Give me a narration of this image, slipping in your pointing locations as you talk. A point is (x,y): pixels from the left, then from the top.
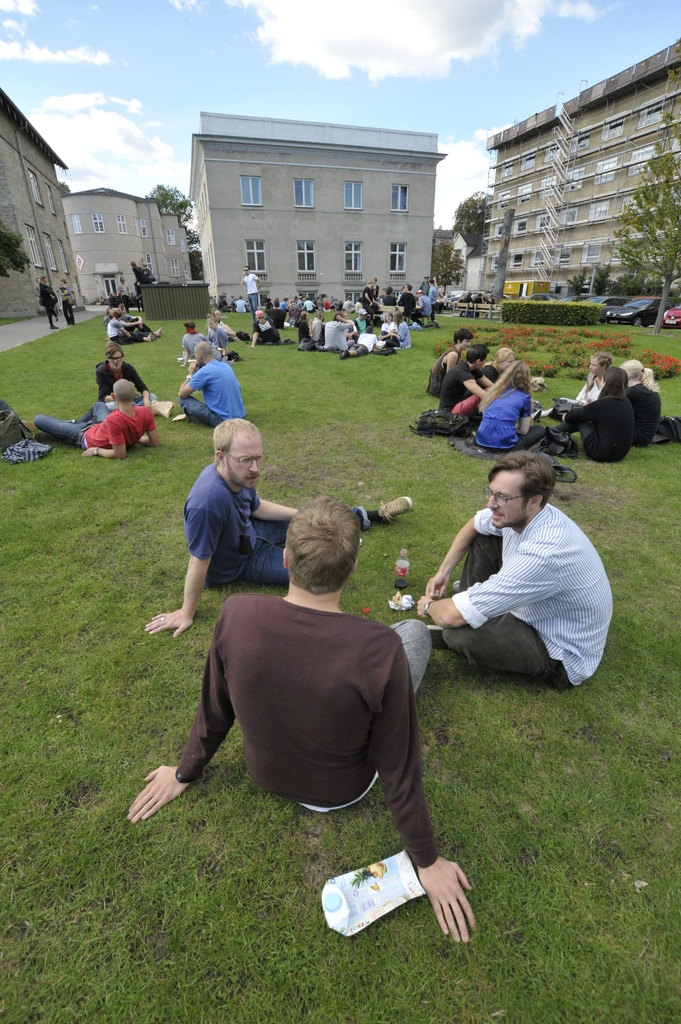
As we can see in the image there are buildings (599,197), trees (653,244), many people (376,278) here and there and grass (81,694). On the top (267,50) there is sky (286,79) and clouds (364,45).
